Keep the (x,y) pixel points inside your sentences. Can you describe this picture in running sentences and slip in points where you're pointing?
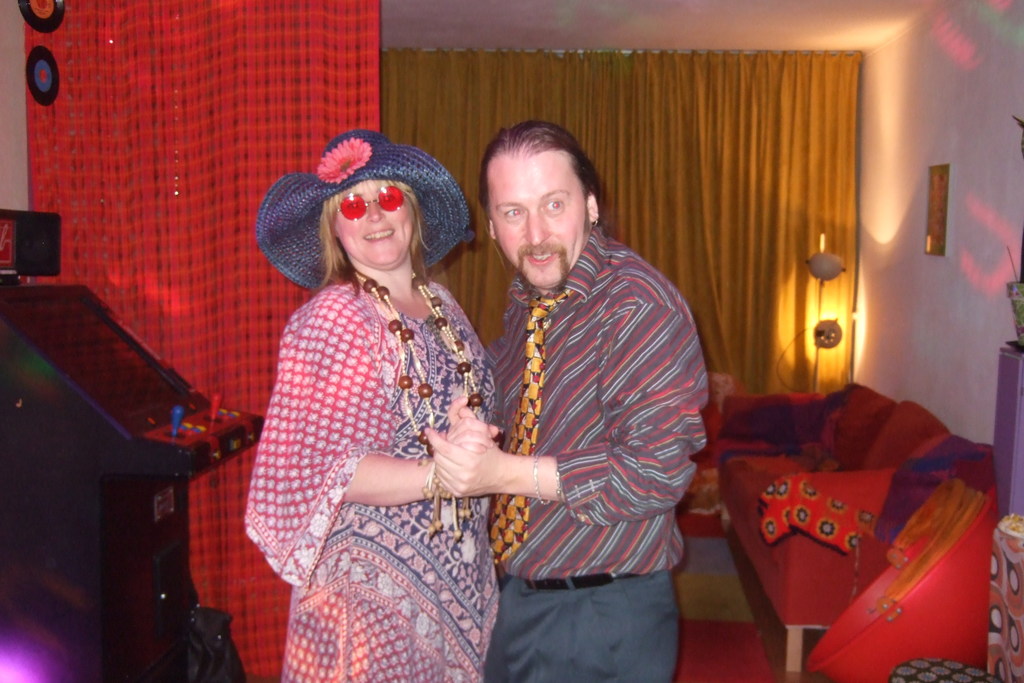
There is a man (595,392) and woman (391,319) smiling and dancing on the floor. On the left side (163,619), there is a machine (156,605). On the right side (886,458), there is a sofa (898,464). In the background (802,127), there are two curtains (305,80), there is white color ceiling (742,23) and white color wall (873,349).
